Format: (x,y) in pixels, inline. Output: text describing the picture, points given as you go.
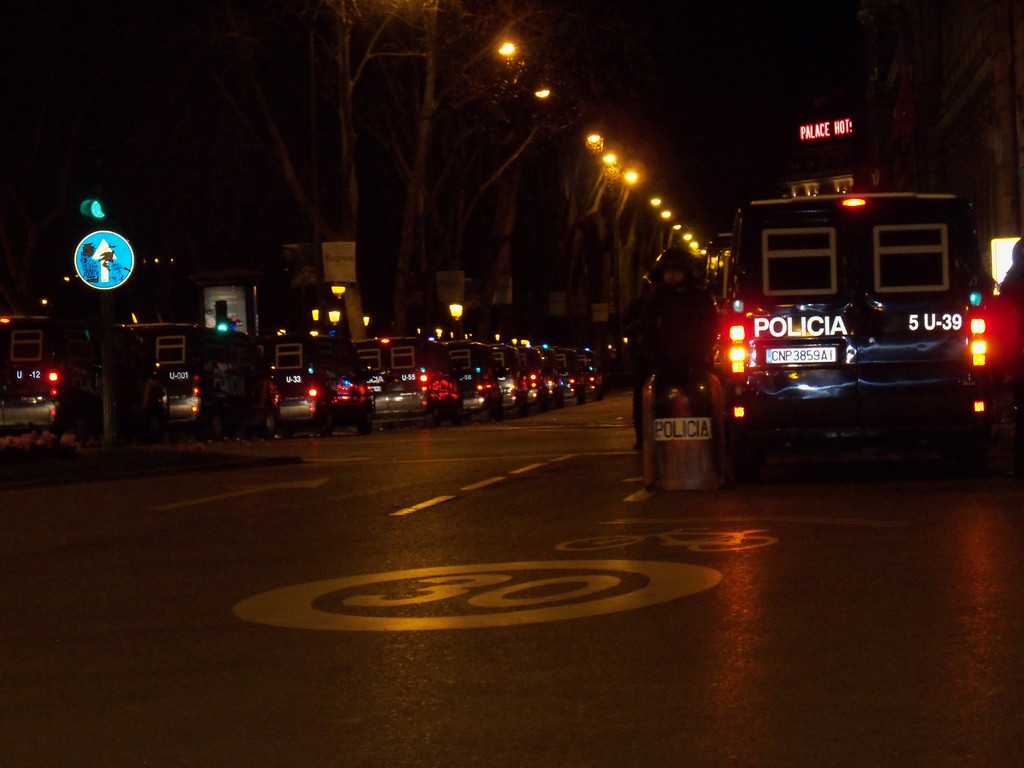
In this image I can see the road (523,533). On the road (628,543) I can see few people (675,336) with helmets (658,285) and many vehicles (319,430) with lights (741,414). To the side I can see the sign board (94,270). In the background (340,151) there are many trees (526,141) and lights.
